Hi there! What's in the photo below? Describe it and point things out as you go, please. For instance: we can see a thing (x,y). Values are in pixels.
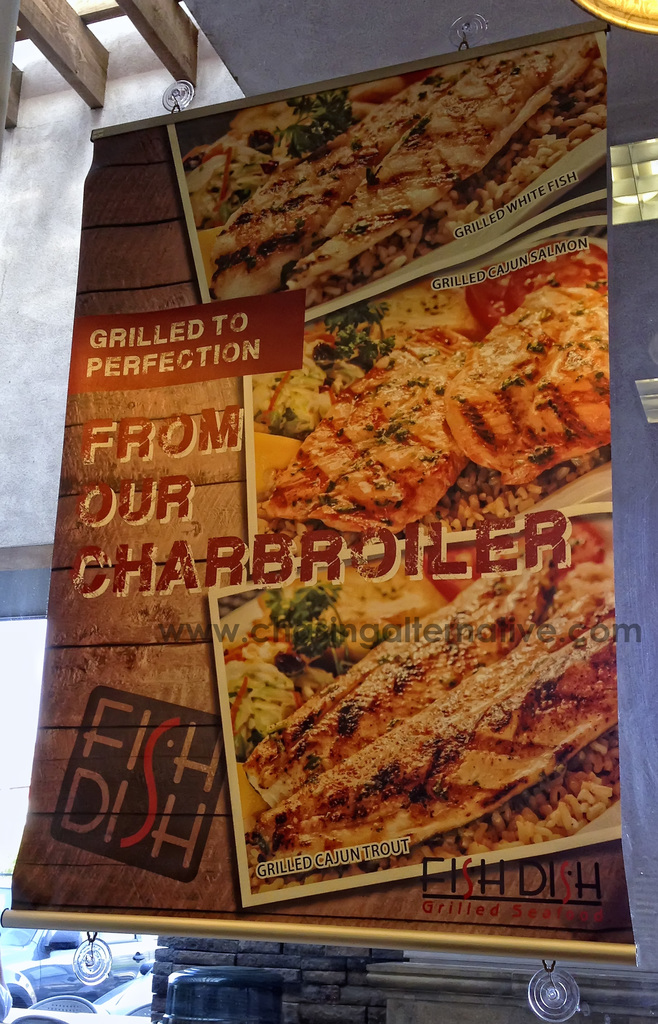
In this image I can see the banner (575,437) which is orange, brown and black in color is hanged to the white colored surface (335,29). In the background (356,49) I can see the wall (63,125) and few other objects (92,934).
